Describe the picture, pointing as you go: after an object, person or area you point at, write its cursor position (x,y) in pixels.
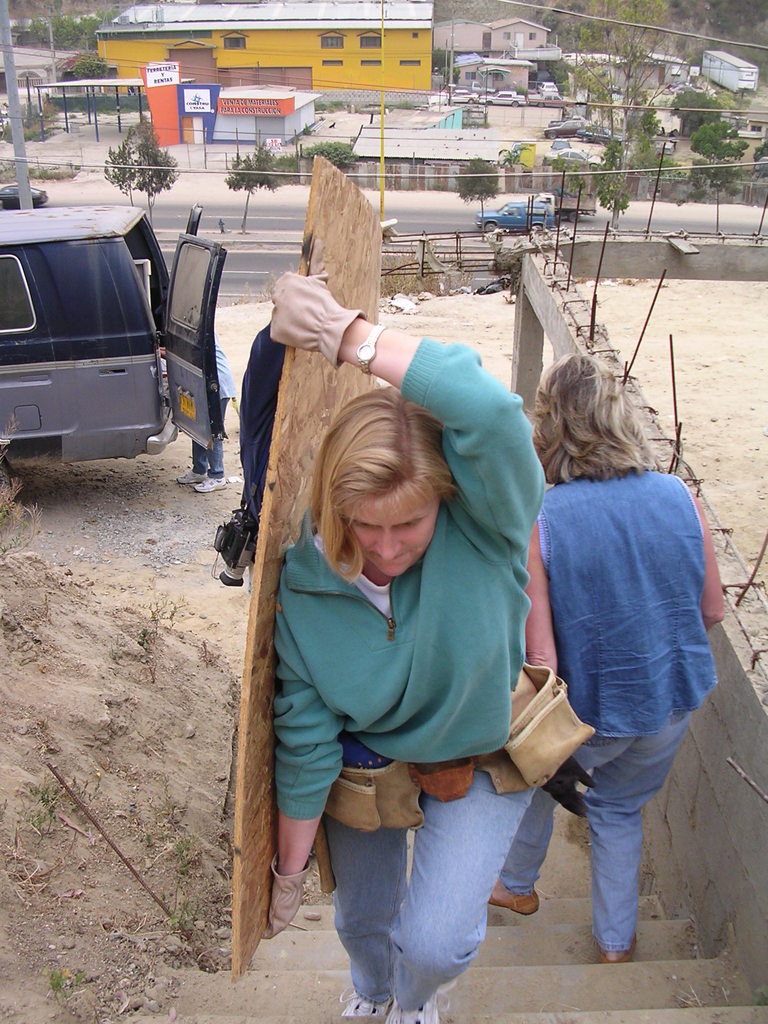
There is a vehicle (182,365) and beside the vehicle (120,343) some people (354,586) are walking on the steps (545,936), the front woman (438,605) is carrying some object (247,918) with her hands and behind them there is a road (299,210). Beside the road (289,211) there are many buildings (297,80) and houses (441,46) and trees (149,184).
